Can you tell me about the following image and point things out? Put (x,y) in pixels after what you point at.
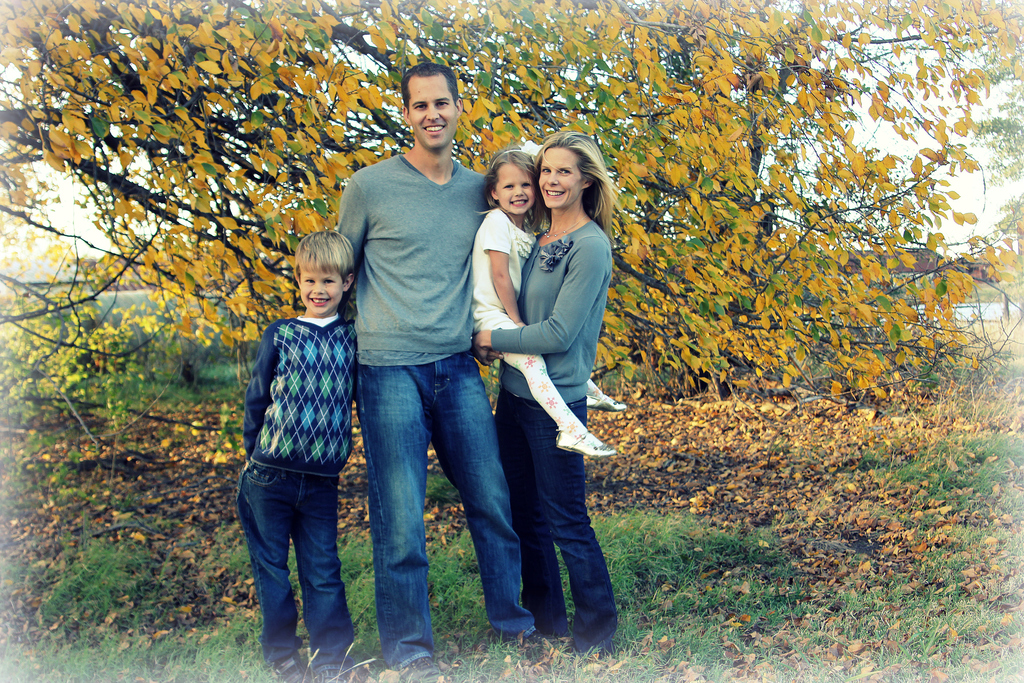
In this image I can see four people (436,354) with different color dresses (443,304). I can see these people (448,240) are standing on the grass (555,672) and smiling. In the background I can see the trees (845,46) and the sky (828,47).
